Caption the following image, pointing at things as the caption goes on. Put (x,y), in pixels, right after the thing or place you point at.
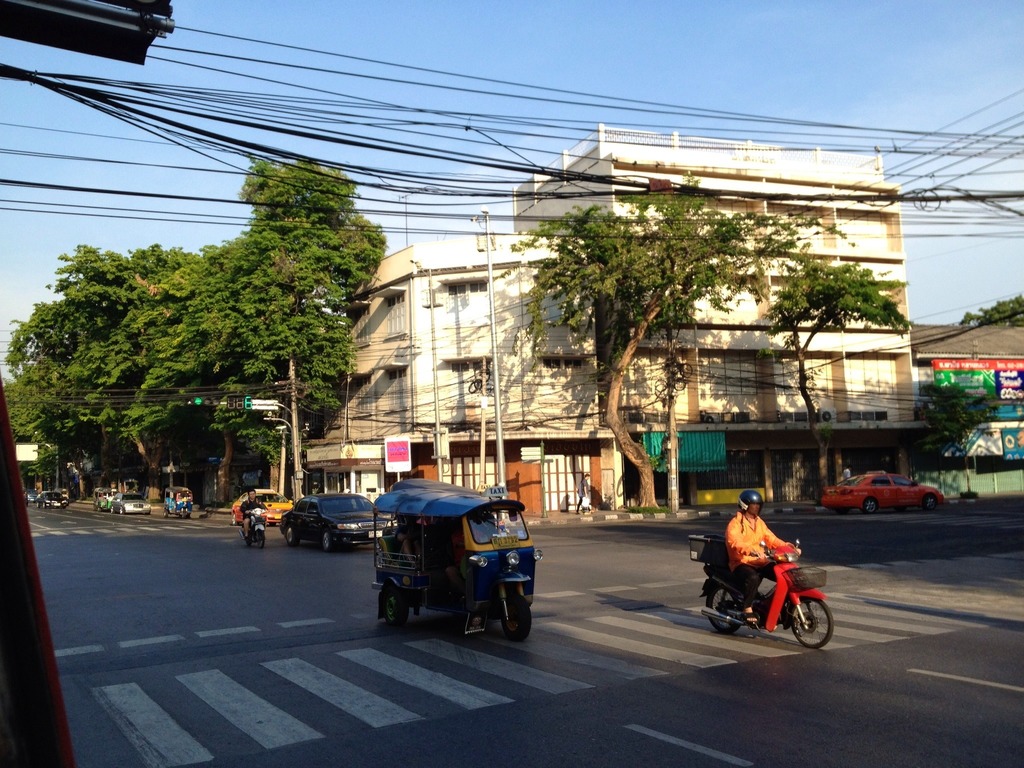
In this image there are few vehicles (457,596) moving on the road (584,606). In the background (564,406) there are buildings (591,379), trees (89,375), cables (678,370), poles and the sky (469,158).
